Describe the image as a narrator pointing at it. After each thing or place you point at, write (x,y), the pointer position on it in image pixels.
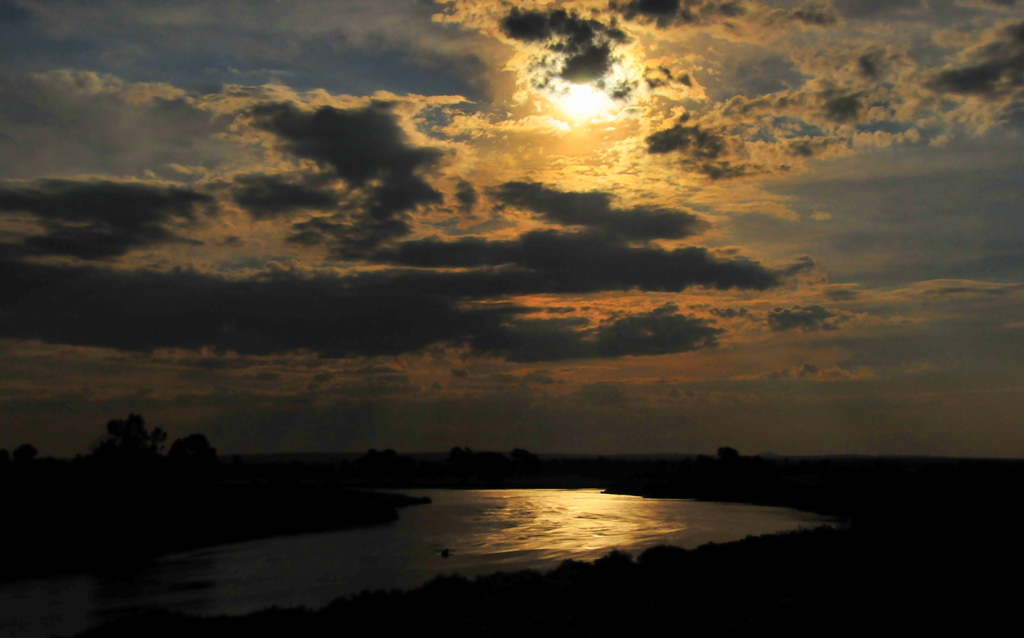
In this image there is water (477,561), trees (707,483), and in the background (892,14) there is sky (238,360).
